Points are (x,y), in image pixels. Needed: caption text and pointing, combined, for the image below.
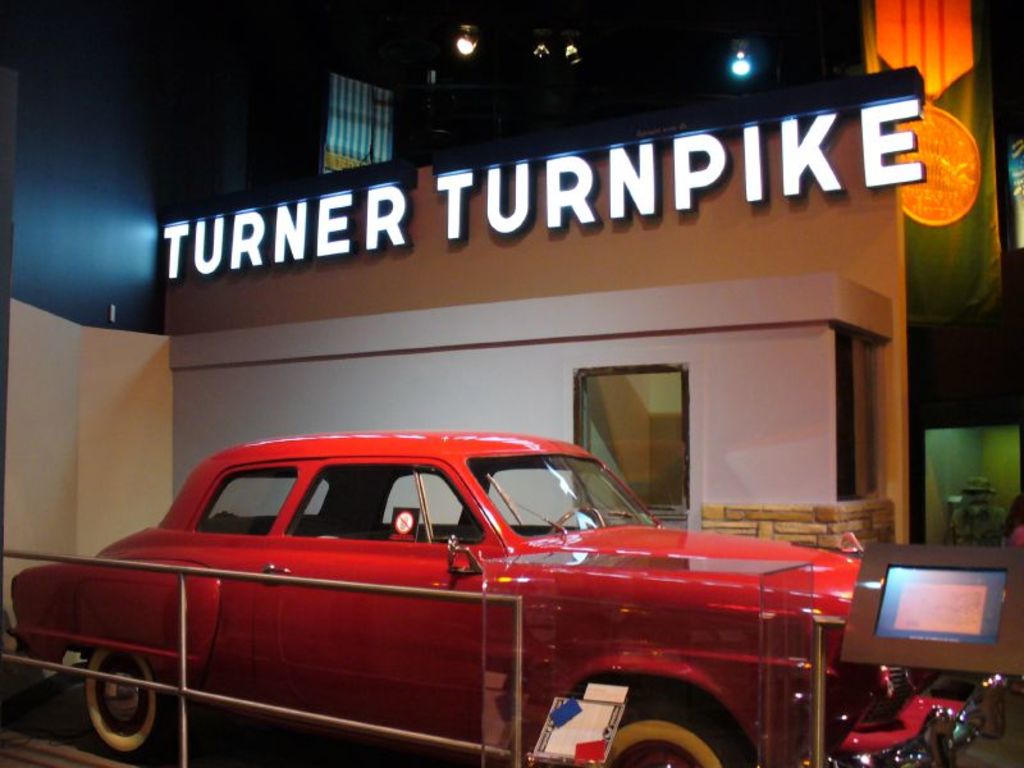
In this image we can see a car (591,573). In front of the car (169,650) we can see a barrier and a glass object (622,662). Behind the car (632,653) there is a wall (485,256) with text (757,138). At the top (957,19) we have few lights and a banner (929,127) with an image (940,194). In the bottom right (938,633) we can see a screen (901,630).
